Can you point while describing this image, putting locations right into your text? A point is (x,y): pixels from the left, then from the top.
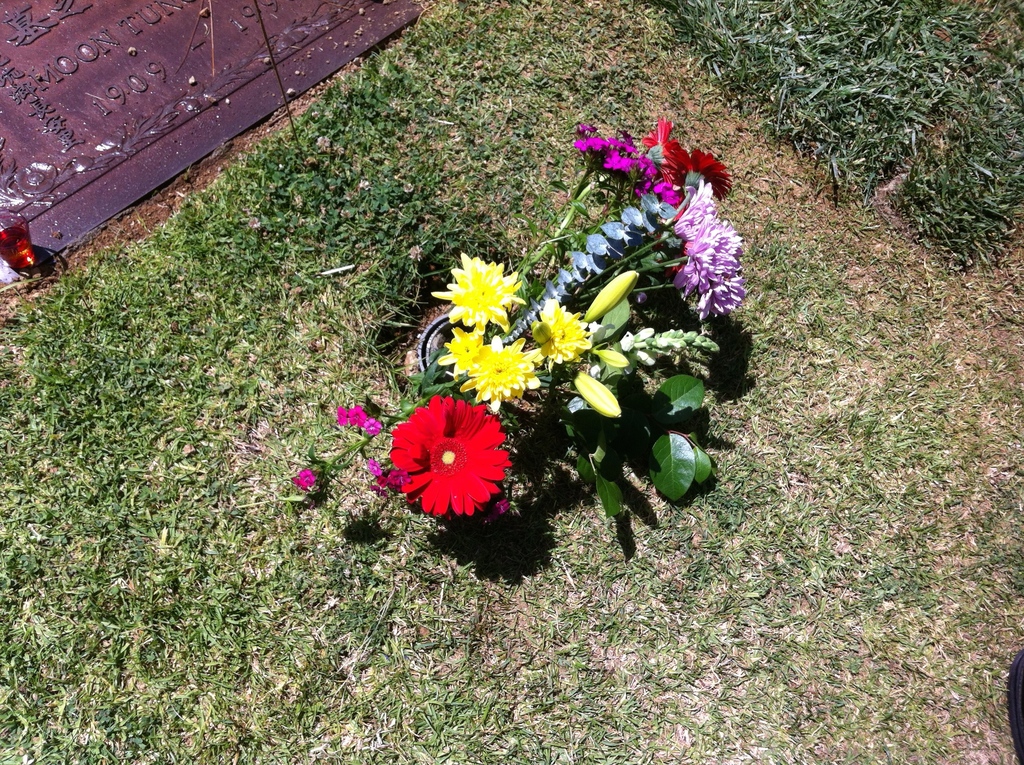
In this image I can see different colors of flowers (578,329) which are of red, yellow and purple. I can also see green leaves (683,444), green grass (190,536) and over here I can see something is written.
